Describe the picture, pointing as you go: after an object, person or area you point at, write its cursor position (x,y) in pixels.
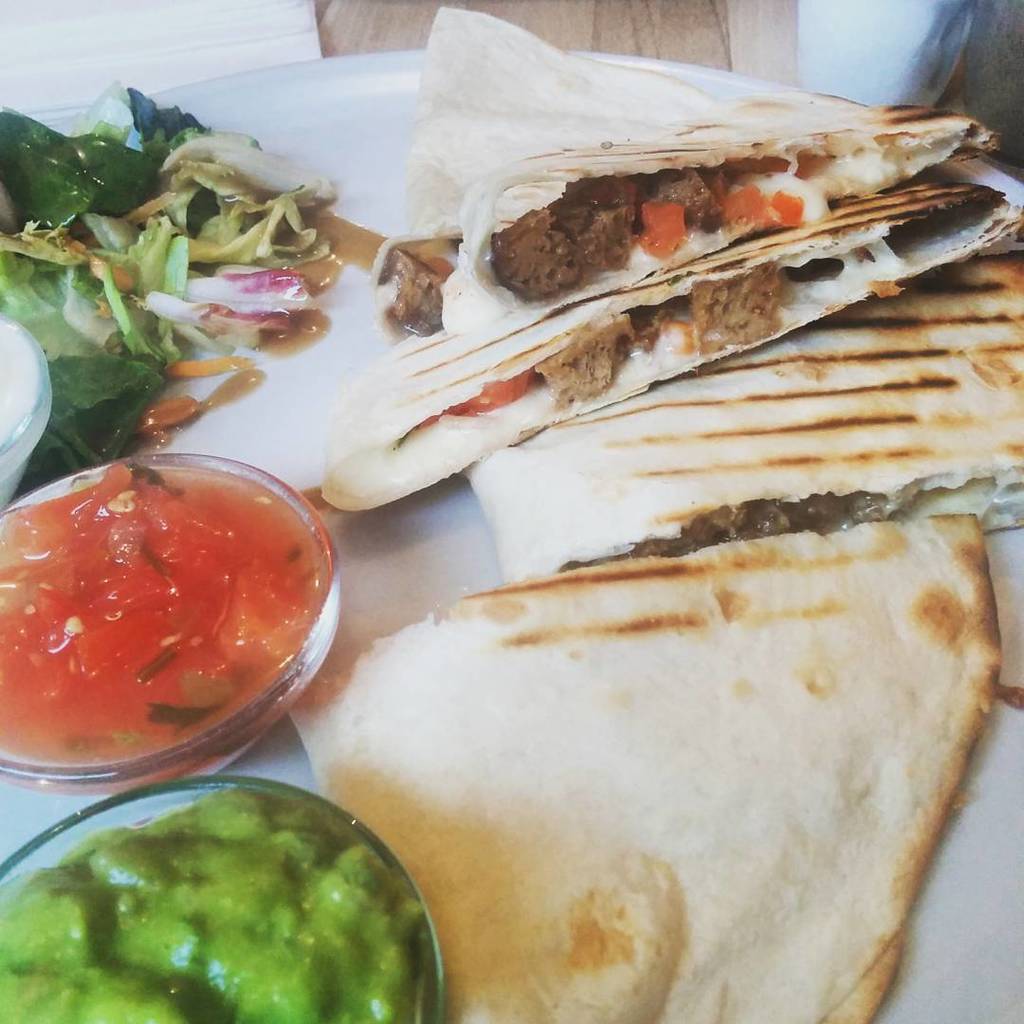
Here in this picture we can see food items (608,395) present on a plate (214,343) and we can also see salad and we can see some sauces (171,625) present in cups (127,764) over there.
